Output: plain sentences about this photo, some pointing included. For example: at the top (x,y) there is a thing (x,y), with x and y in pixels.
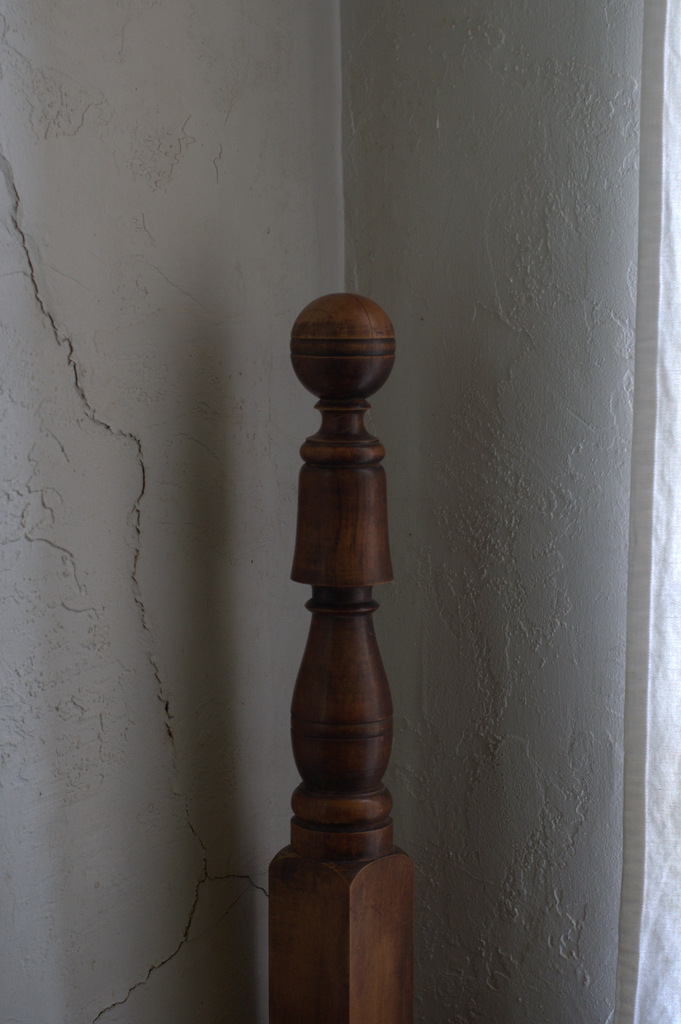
In this picture, we see a wooden balustrade (355,839). It is in brown color. In the background (203,410), we see a wall (263,303) which is white in color.
